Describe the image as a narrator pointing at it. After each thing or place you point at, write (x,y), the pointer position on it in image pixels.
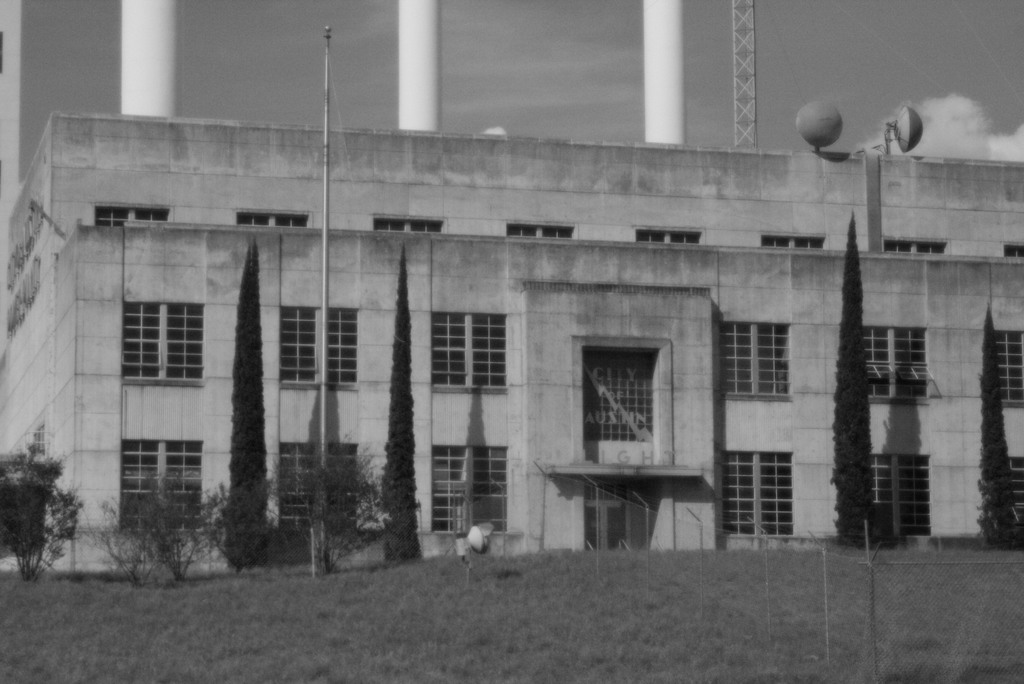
This is a black and white picture, there is a building (273,319) in the back (598,296) with trees (253,471) in front of it on the grassland (770,622) and above its sky (971,110) with clouds (958,127).
